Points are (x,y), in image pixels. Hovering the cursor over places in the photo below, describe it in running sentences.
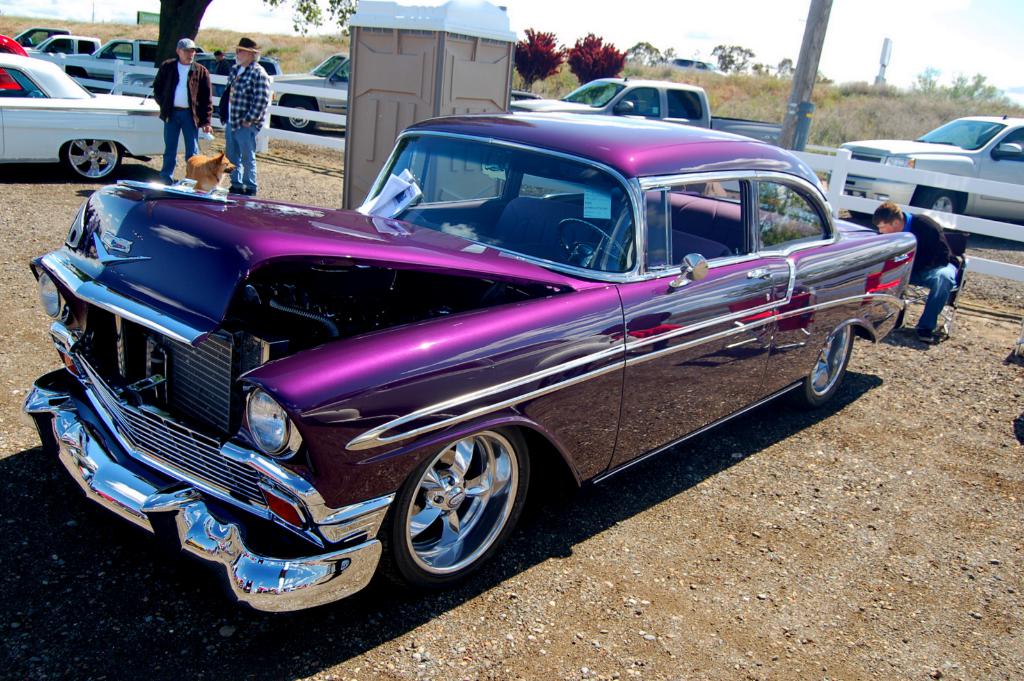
This is outside view. Here I can see many cars (701,418) on the ground (763,500). On the right side (937,259) there is a man (944,267) sitting on the chair (954,254) and looking at the downwards. On the left side (179,103) there are two men (251,130) standing and also there is a dog (204,175). In the background (860,91), I can see many plants (584,69) and trees (646,52). At the top (940,15), I can see the sky (872,14).
